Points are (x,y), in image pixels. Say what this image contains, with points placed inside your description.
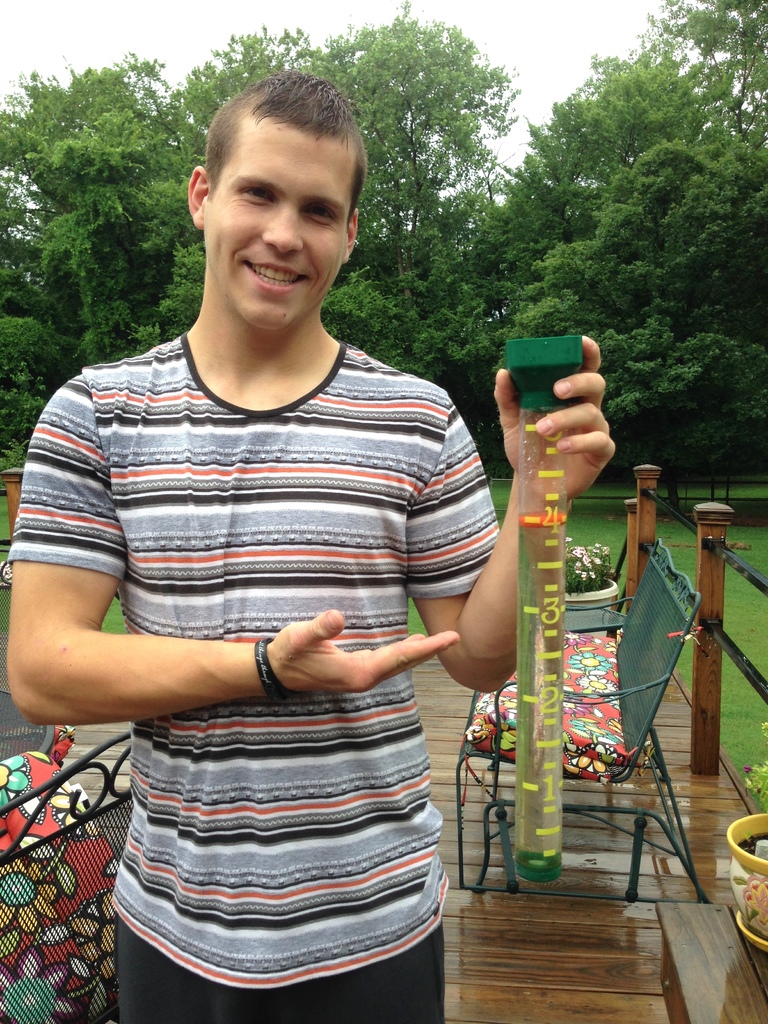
In this picture I can see a man (276,466) standing and smiling by holding an item (558,610), there are chairs (613,625), plants (574,576) in the pots (583,603), grass (696,490), trees (443,66), and in the background (588,31) there is sky (561,44).
